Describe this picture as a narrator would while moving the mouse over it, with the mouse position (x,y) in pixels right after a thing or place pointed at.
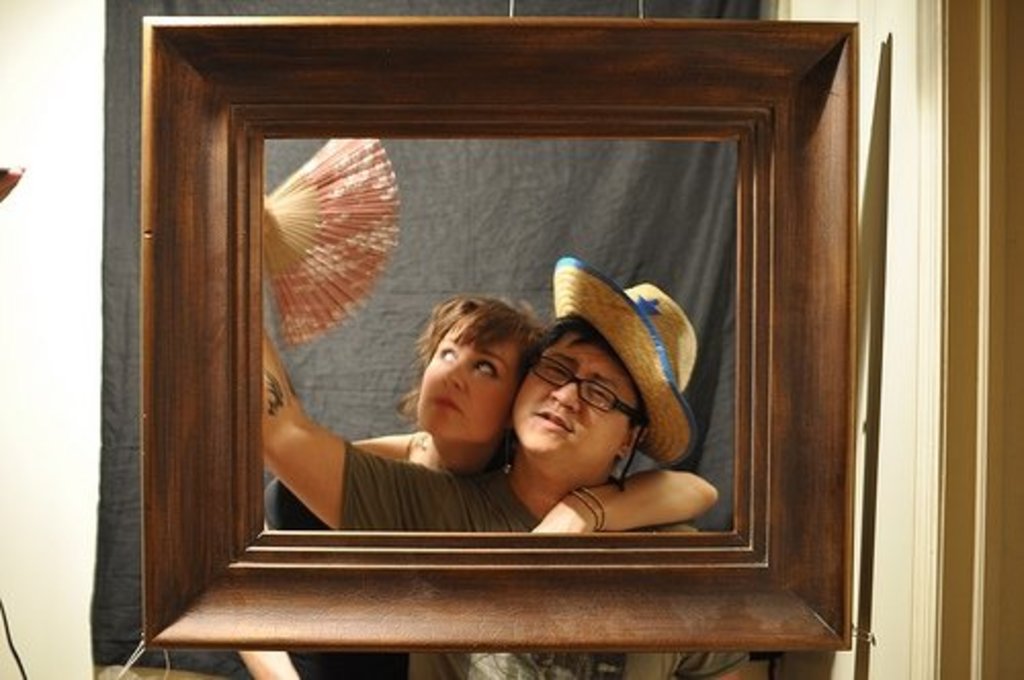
In this image there is a frame (702,604), behind the frame (424,533) there is a man (543,420) and women (460,438) are posing for a photograph.
